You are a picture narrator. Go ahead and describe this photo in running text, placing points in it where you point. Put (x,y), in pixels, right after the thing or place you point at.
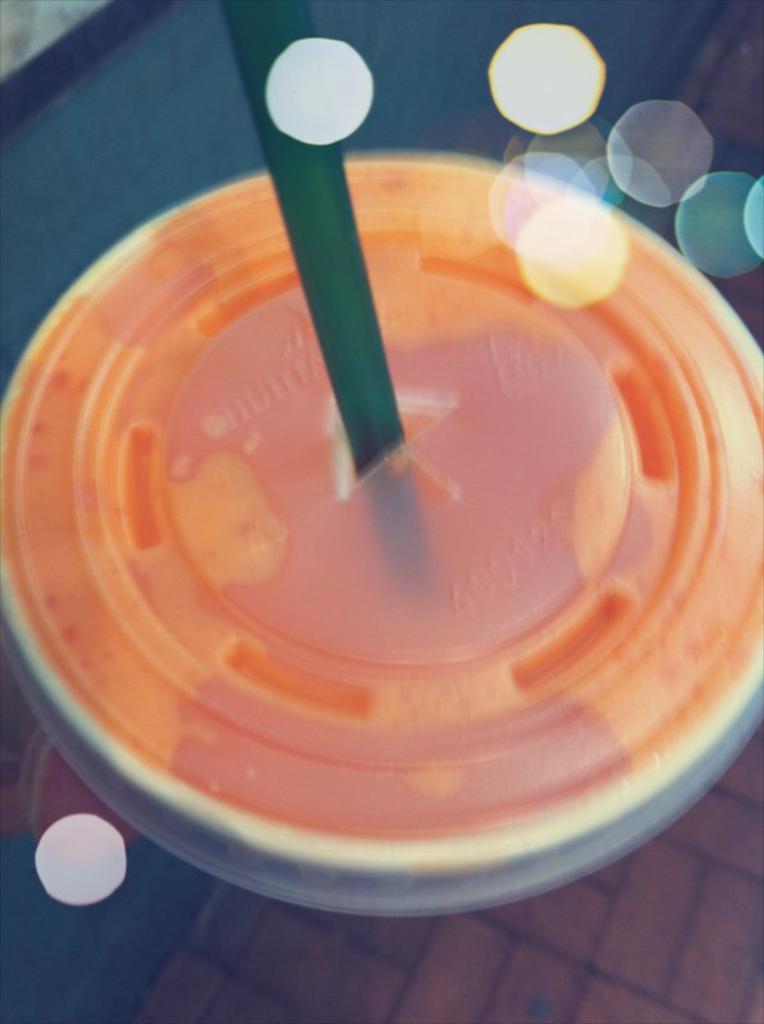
In this picture, we can see a cup (442,719) with the lid (305,612) and in the cup (330,441) there is some liquid (350,480) and a straw (360,426).
